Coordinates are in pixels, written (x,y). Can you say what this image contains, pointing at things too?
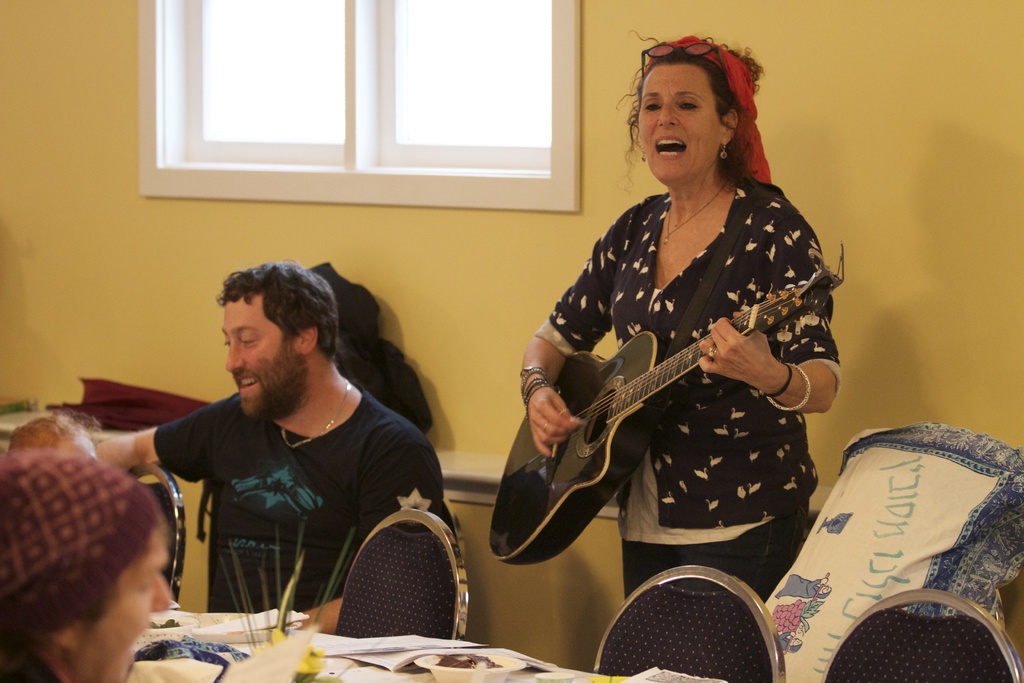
In this image there is a woman (649,275) who is playing the guitar (616,417) in the middle of the room (671,467). Beside the woman (672,464) there is a man (326,436) who is sitting and there is a table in front of him. On the table (382,678) there are bowl (431,664), paper (394,645) on it. In the background (237,116) there is wall (137,129) and a window (291,117).
